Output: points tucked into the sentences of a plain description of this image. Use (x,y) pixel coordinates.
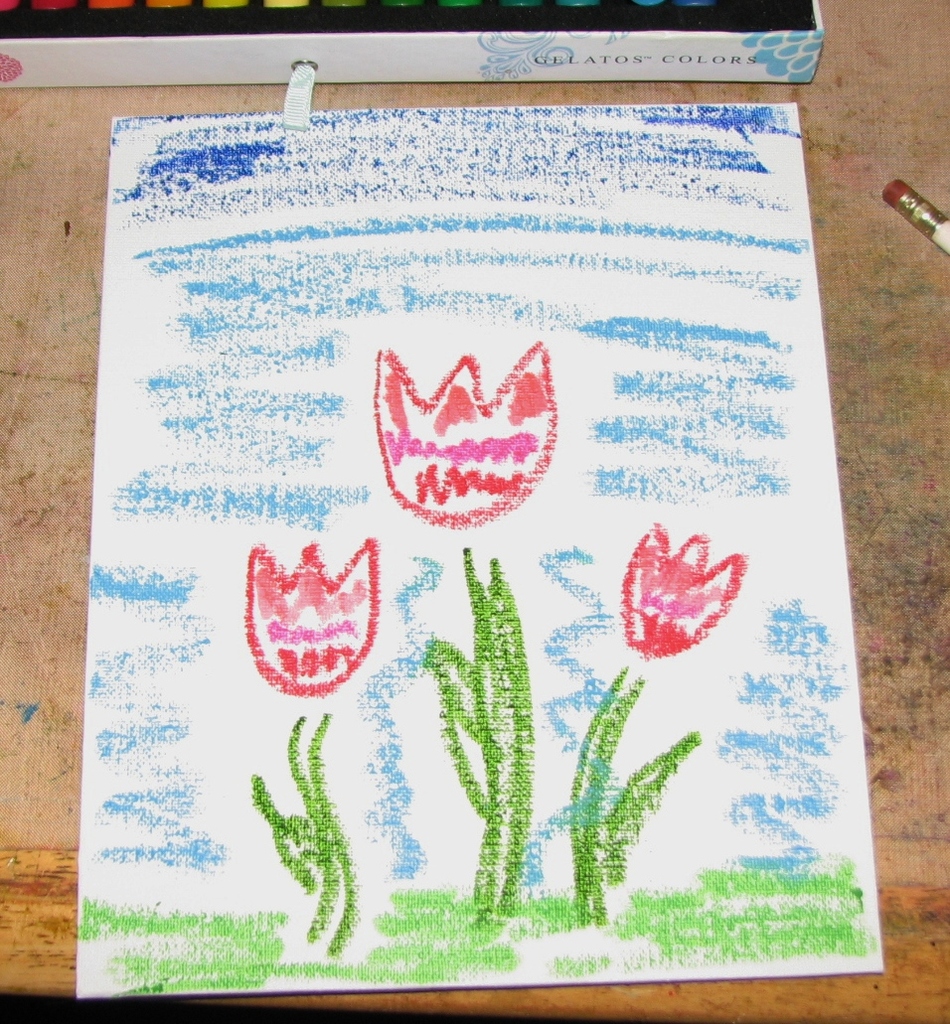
This picture shows a drawing (463,295) with the crayons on the paper (162,579) and we see paper (240,743) on the table (78,129) and we see a pencil (910,190) and a crayons box (90,54) on the side.
